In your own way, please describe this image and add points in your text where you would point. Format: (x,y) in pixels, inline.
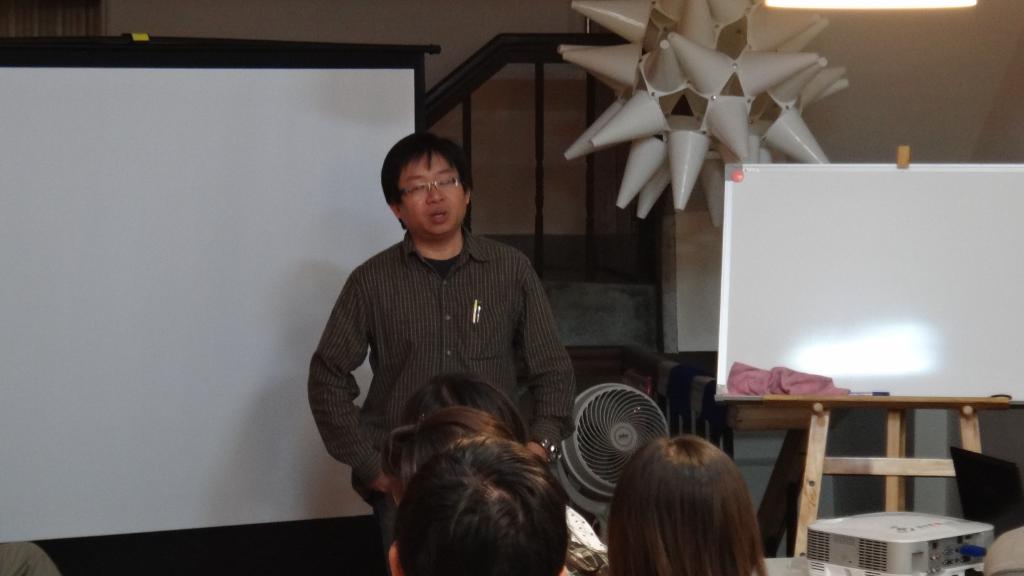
In this picture we can see some people (548,505) are sitting and a person (431,336) is standing. Behind the man (440,360) there is a projector screen (235,280). On the right side of the man (475,278) there is a projector (868,530), table fan (602,450), it looks like a laptop (965,482) and a white board (755,362) with stand (932,466). Behind the whiteboard (771,355) there is a decorative object (696,54) and a wall (858,60).
